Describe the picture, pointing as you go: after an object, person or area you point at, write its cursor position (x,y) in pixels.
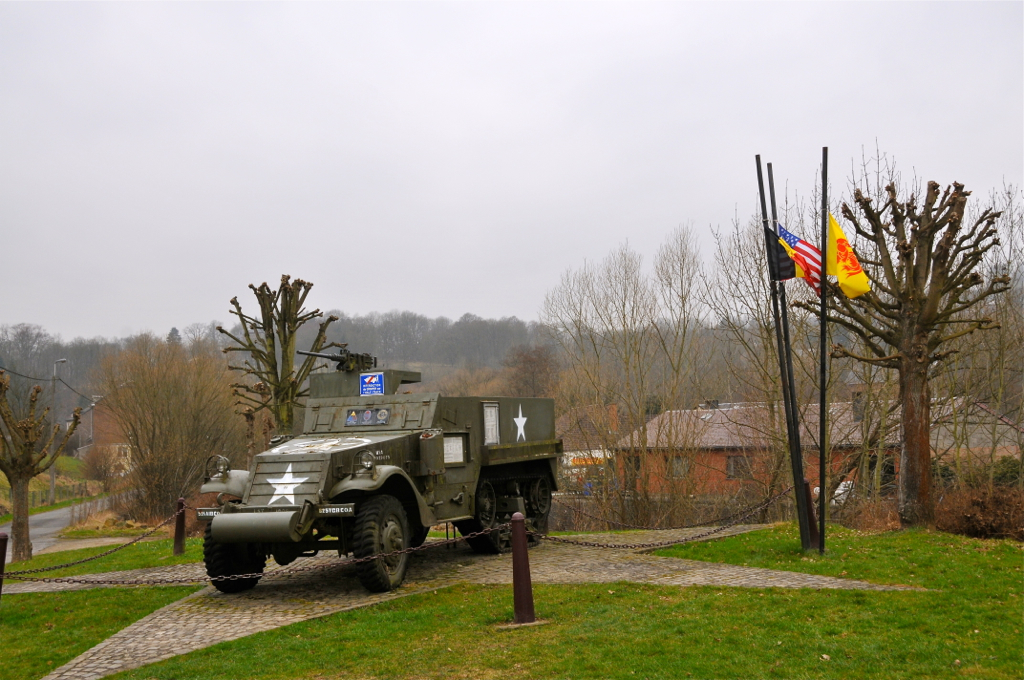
This image is clicked outside. There are trees (598,399) in the middle (524,375). There is a car (320,498) in the middle (410,408). There is sky (420,73) at the top (473,62). There are flags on the right side (797,274). There is grass (456,653) at the bottom (416,659).
